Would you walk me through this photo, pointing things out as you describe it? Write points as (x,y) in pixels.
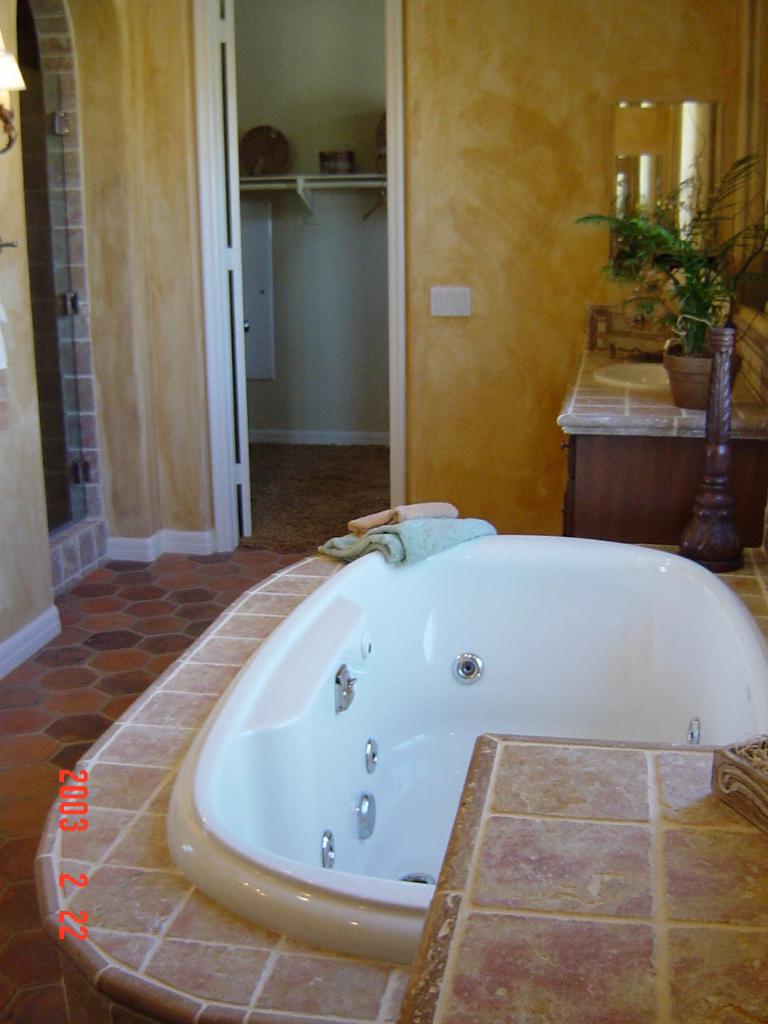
In this image here there is a bathtub (435,576). These are towels (399,520). This is the entrance (308,319). In the counter (638,399) there is a sink (651,378), planter pot (676,361). This is a mirror (623,188).
